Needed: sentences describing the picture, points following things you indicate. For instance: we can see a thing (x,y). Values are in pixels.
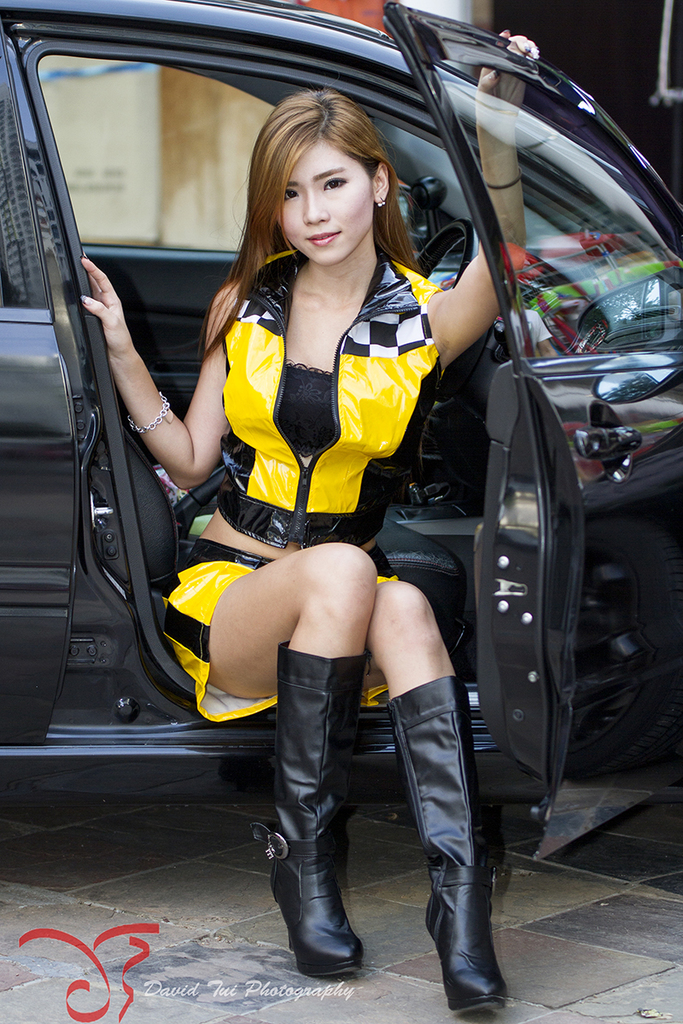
The women (330,417) wearing yellow dress (336,413) is sitting in a car (467,548) and holding door (547,412) with one of her hand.
